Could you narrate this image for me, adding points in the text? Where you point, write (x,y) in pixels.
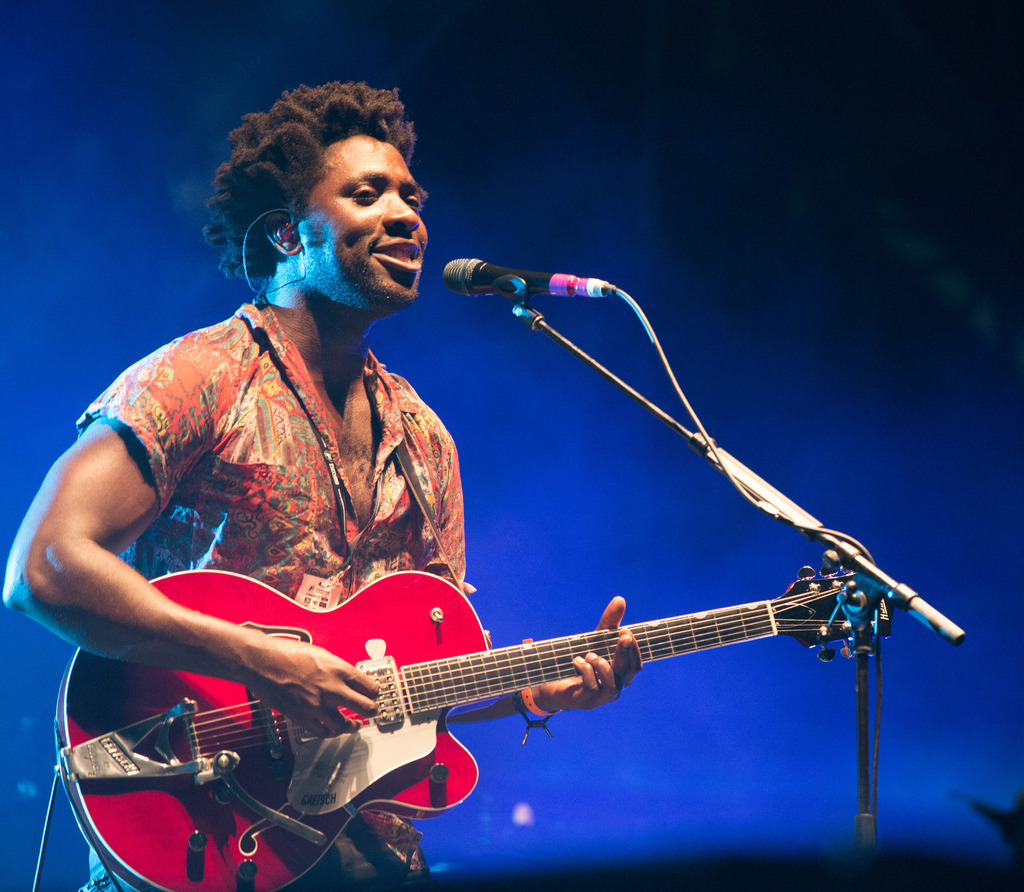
Here we can see a man (322,97) standing and singing and playing guitar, and in front of him is the microphone (534,281) and stand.
